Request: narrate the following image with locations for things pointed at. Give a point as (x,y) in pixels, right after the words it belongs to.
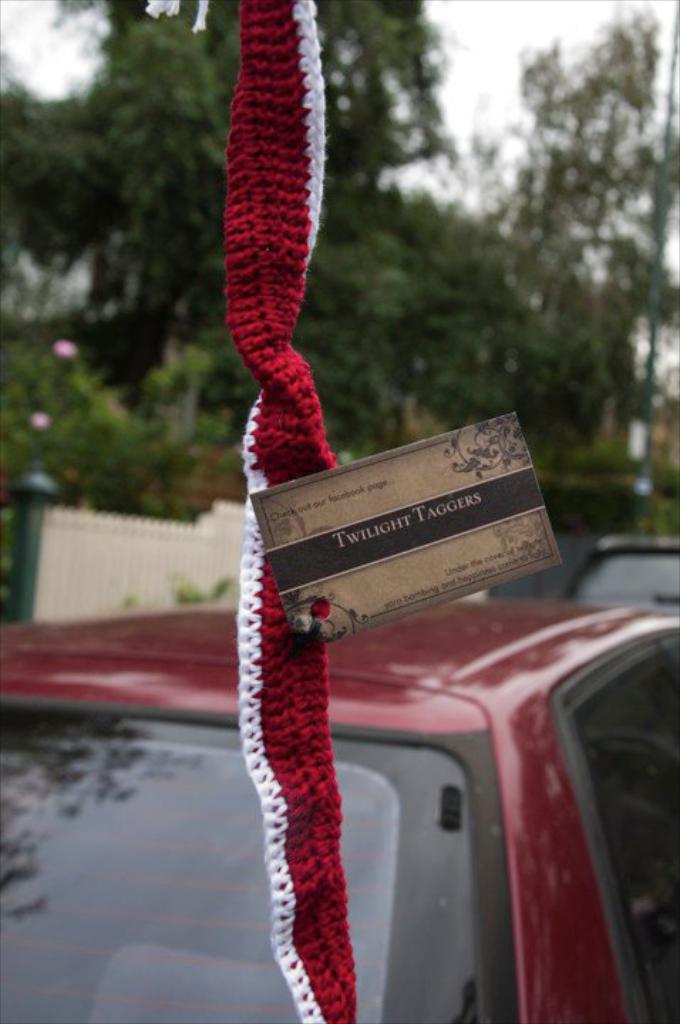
In this picture I can see a card (378,618) to the cloth (277,414), and in the background (191,778) there are vehicles (235,770), fence (38,468), trees (347,67) and there is sky (581,1).
